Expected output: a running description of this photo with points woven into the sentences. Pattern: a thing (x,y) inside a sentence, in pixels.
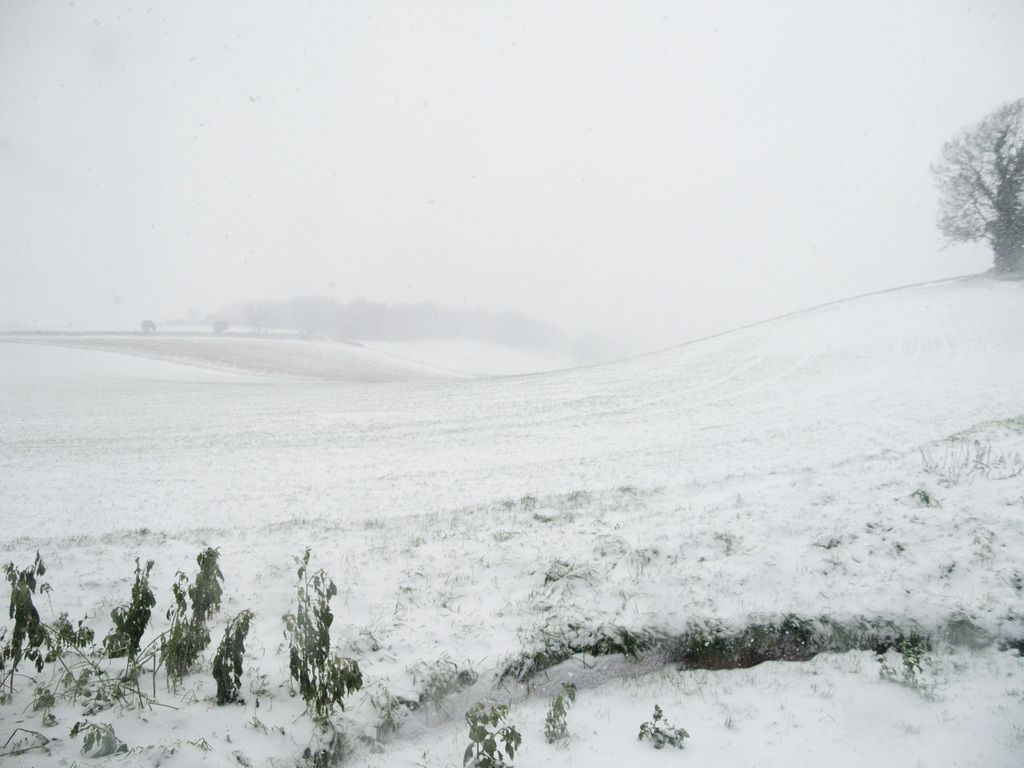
In this image, we can see a tree (1006,235) and at the bottom (148,617), there is snow (611,485) and there are plants (227,643) covered by snow (134,715).
